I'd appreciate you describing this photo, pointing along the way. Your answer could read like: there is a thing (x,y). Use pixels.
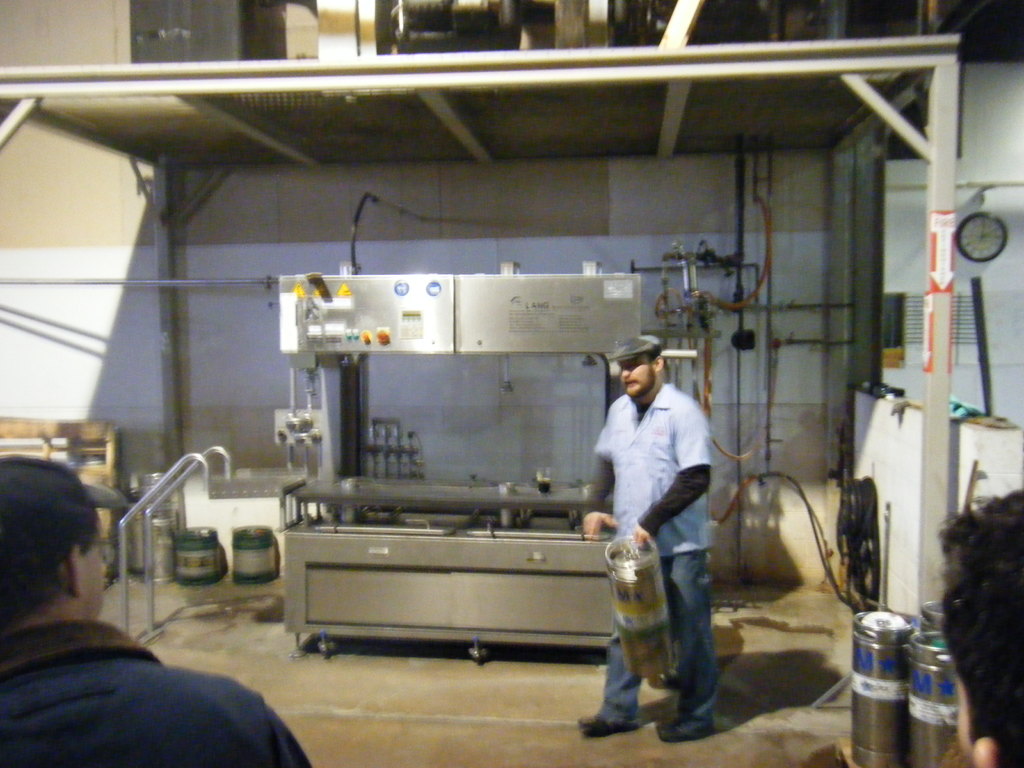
This is the picture of a place (741,586) where we have a person (599,521) holding something and behind there is a machine (312,487) and around there are some other people (59,704), things (894,743) and a clock (973,229) to the wall (1012,214).
